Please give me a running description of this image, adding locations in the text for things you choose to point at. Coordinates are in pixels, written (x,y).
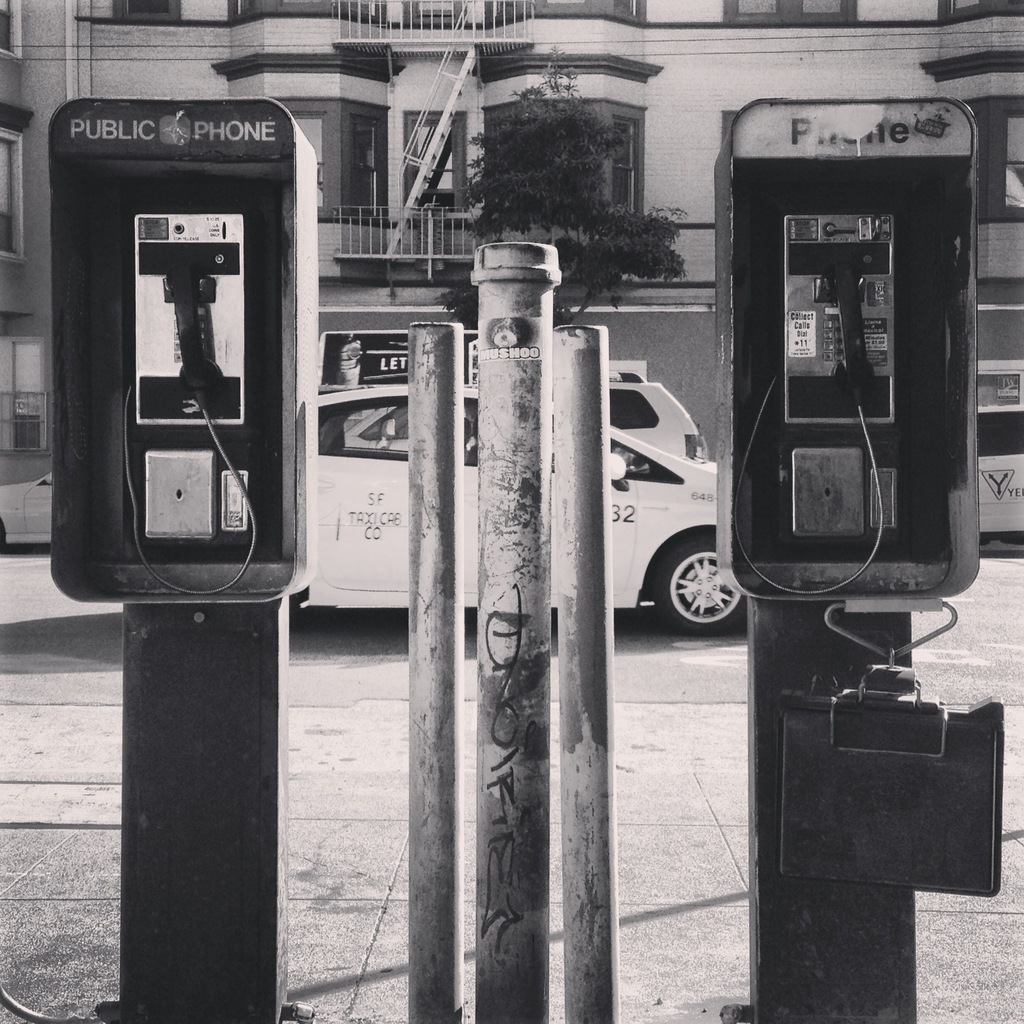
This is black and white image, in this image there are public phones (230,388) in the middle (547,614) there is a pole (505,764), in the background (389,539) there are cars (386,554) on road (738,670) and buildings (622,194) and trees (565,184).
